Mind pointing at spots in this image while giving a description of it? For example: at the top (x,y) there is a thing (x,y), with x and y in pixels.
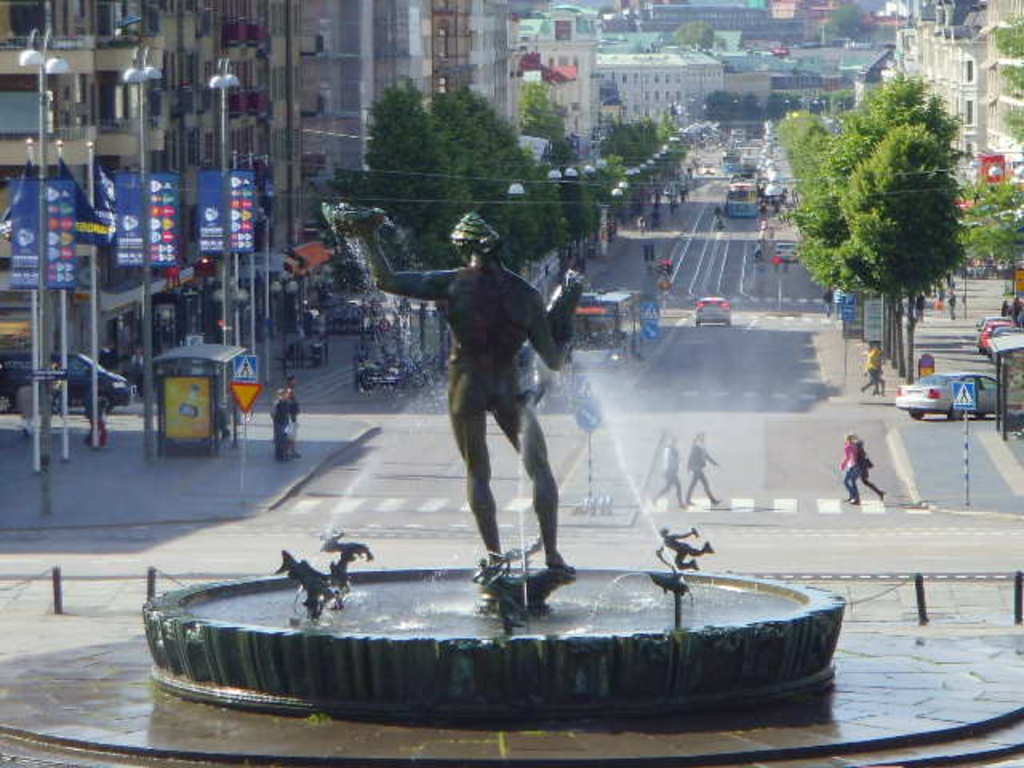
In this image we can see a fountain (531,449), there are some buildings (992,17), trees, boards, poles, lights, people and vehicles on the road (565,533), also we can see the poles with sign boards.
